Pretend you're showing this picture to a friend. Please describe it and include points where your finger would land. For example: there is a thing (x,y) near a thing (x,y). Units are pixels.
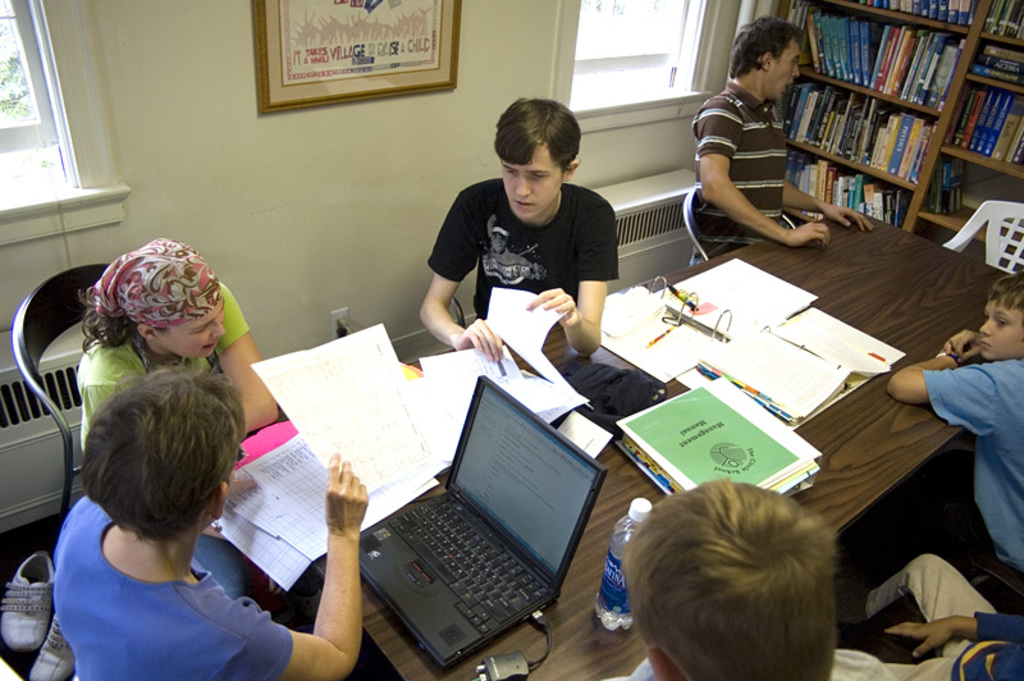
In this image, There is a table (835,434) which is in brown color on that table (922,287) there are some books (712,349) and there is a laptop (455,589) which is in black color and there are some people (536,285) sitting on the chairs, in the background (863,98) there is a rack (955,88) in that some books (891,61) are kept and there is a window (657,88) and there is a wall (354,156) which is in white color.
